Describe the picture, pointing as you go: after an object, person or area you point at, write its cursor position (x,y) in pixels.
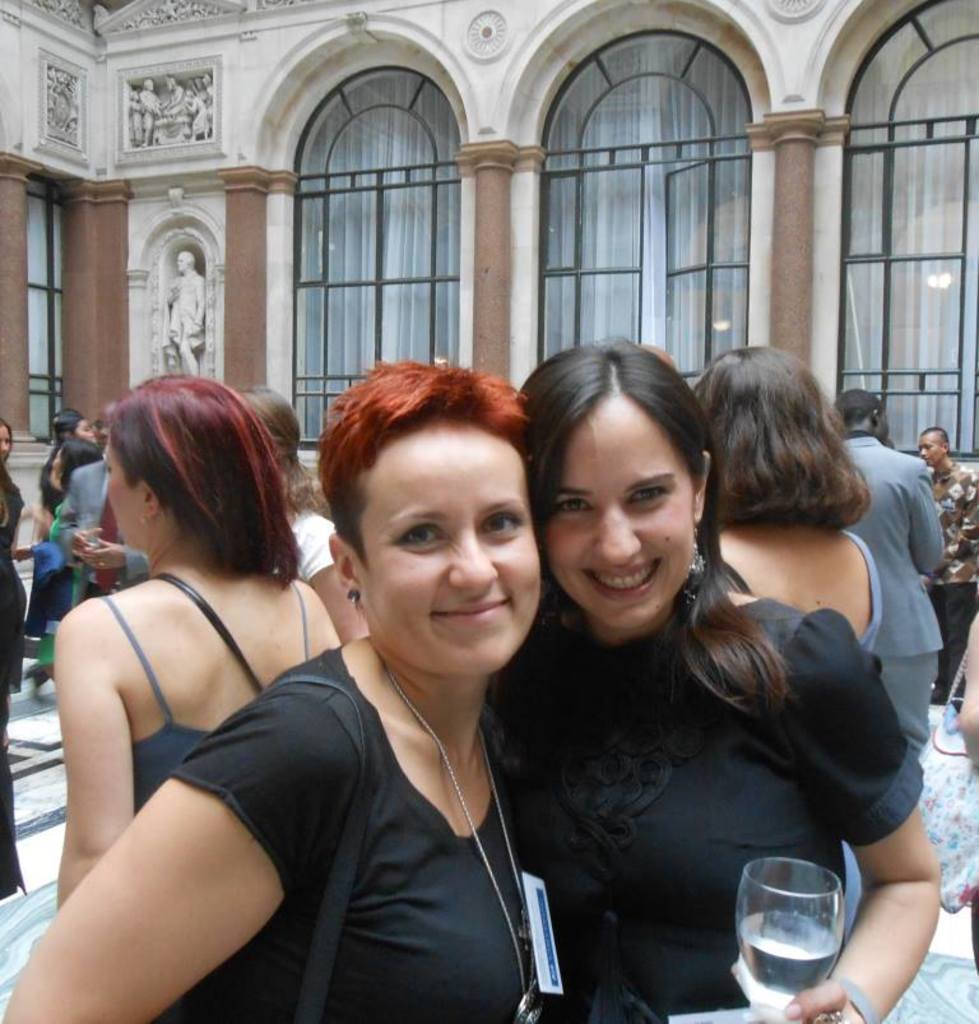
In this image I can see number of people (872,486) are standing. here I can see two women (371,414) and smile (649,561) on their faces (665,552). I can also see, she is holding a glass (818,949).
